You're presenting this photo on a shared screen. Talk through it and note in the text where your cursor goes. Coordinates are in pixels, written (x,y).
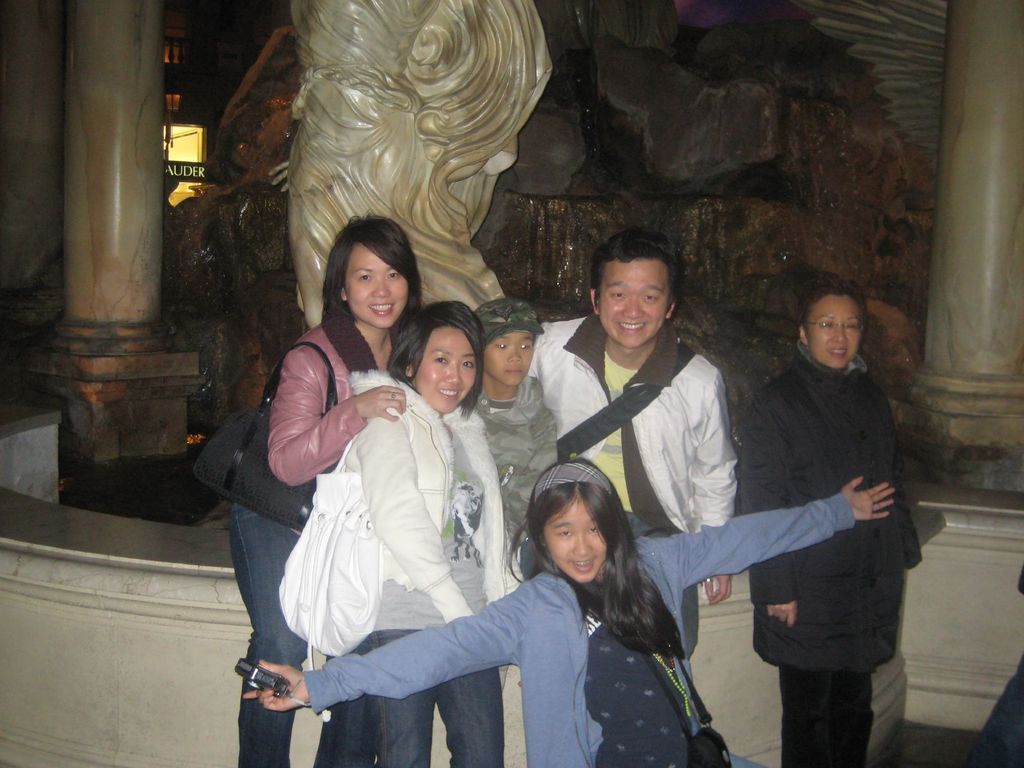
In this image I can see group of people (561,645). In the background (351,123) I can see the statue (360,139), few pillars (98,105) and I can also see few lights (183,178).
